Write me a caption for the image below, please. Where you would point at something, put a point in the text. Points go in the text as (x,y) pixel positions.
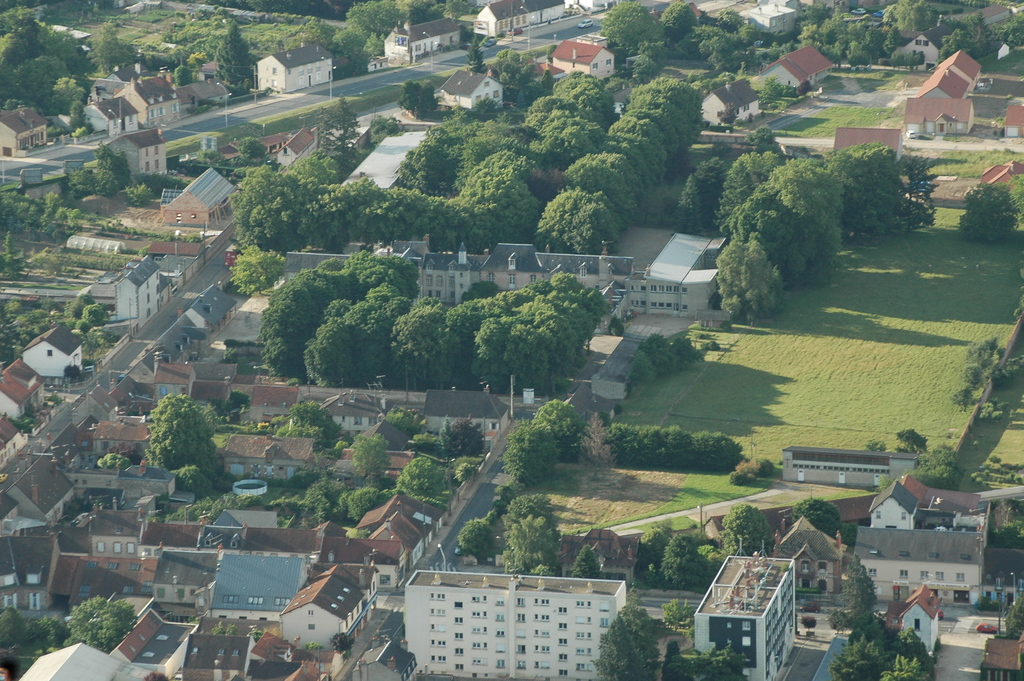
In this image we can see trees (496,349), buildings (483,617), street lights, road (167,307), vehicles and grass (771,353).
